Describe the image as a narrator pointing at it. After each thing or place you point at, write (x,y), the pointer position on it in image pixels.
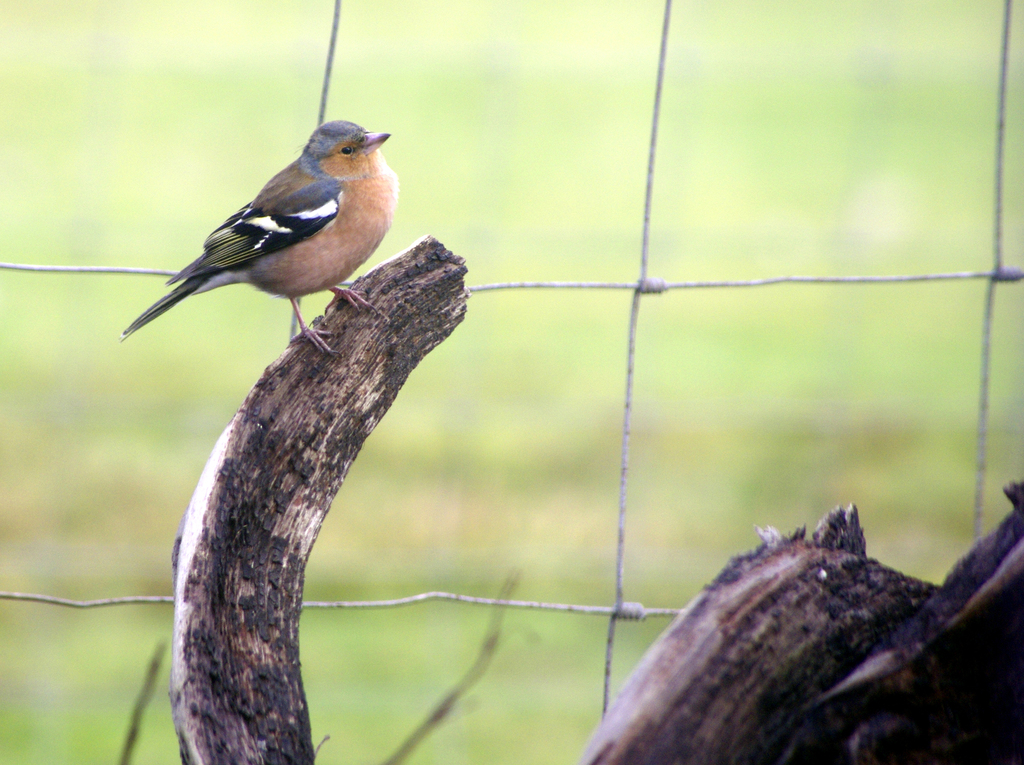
In the image I can see a bird (332,269) on the stem (318,482) and behind there is a fencing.
